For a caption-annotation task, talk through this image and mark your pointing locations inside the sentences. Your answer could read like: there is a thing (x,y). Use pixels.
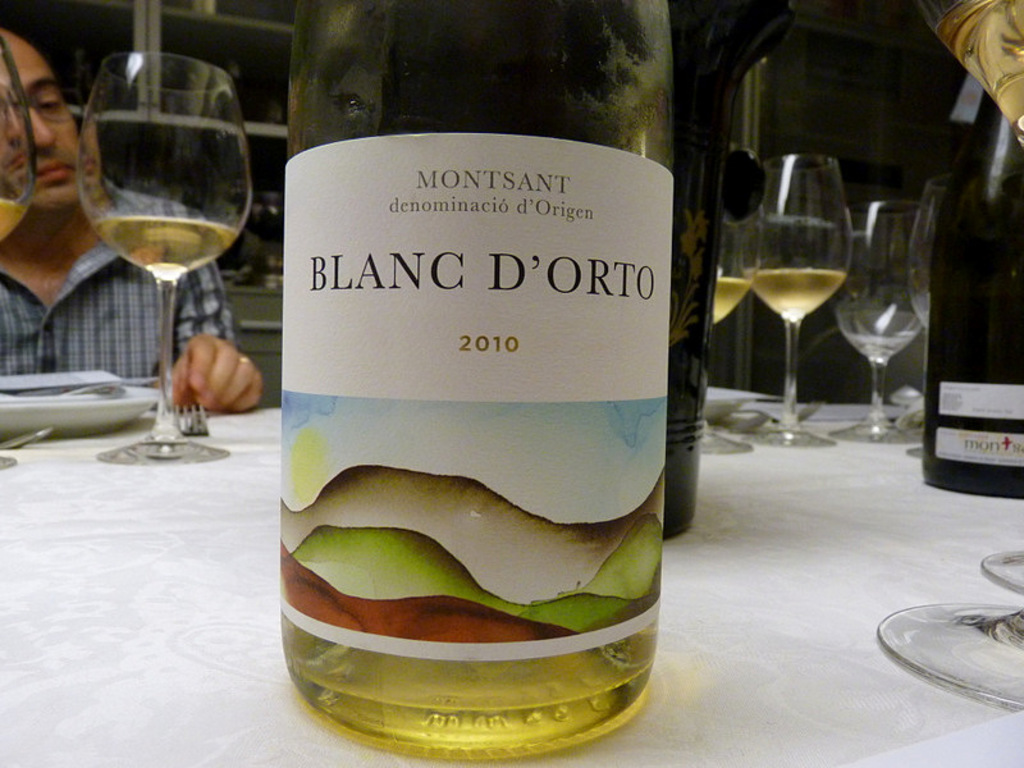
In this image at the bottom (806,578) there is a table (806,578) on that there are glasses (892,283) and bottles (1002,373). On the left (86,336) there is a man (51,242) he wear check shirt (106,311) he is staring at the table (166,524). In the background (236,56) there is a cupboard (227,47).
